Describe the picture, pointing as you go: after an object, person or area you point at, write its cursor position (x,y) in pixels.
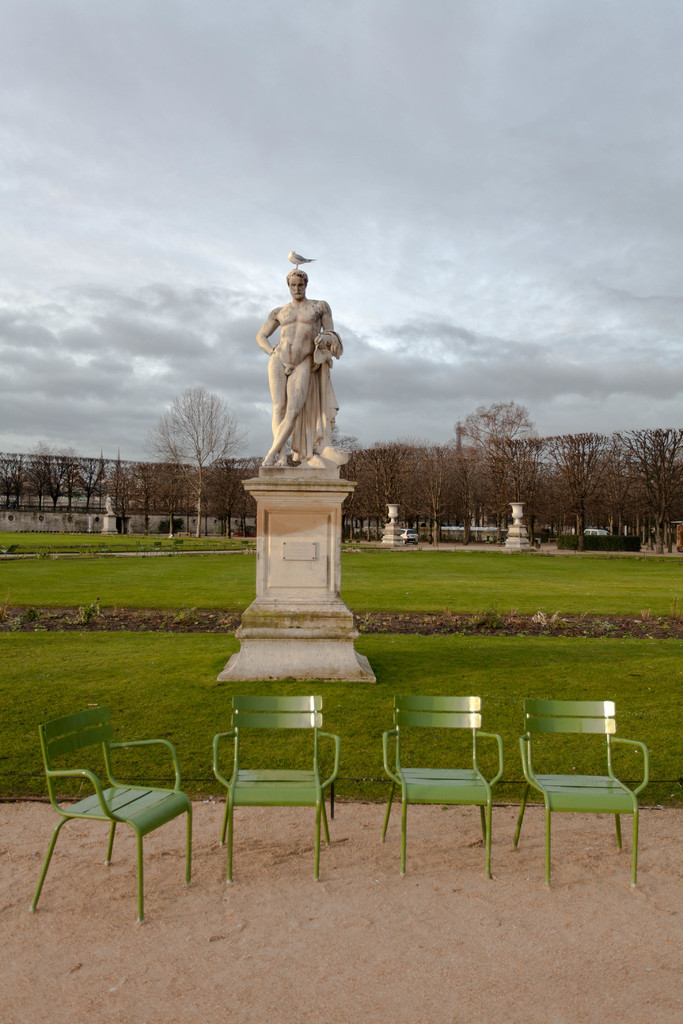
In the middle of the picture (273,479), we see the statue (271,515) of the man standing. At the bottom of the picture (240,722), we see sand (375,822) and four chairs (316,830) in green color. Behind that, we see the grass (545,671). There are trees (214,487) and buildings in the background (465,482). At the top of the picture (409,101), we see the sky (315,214).
